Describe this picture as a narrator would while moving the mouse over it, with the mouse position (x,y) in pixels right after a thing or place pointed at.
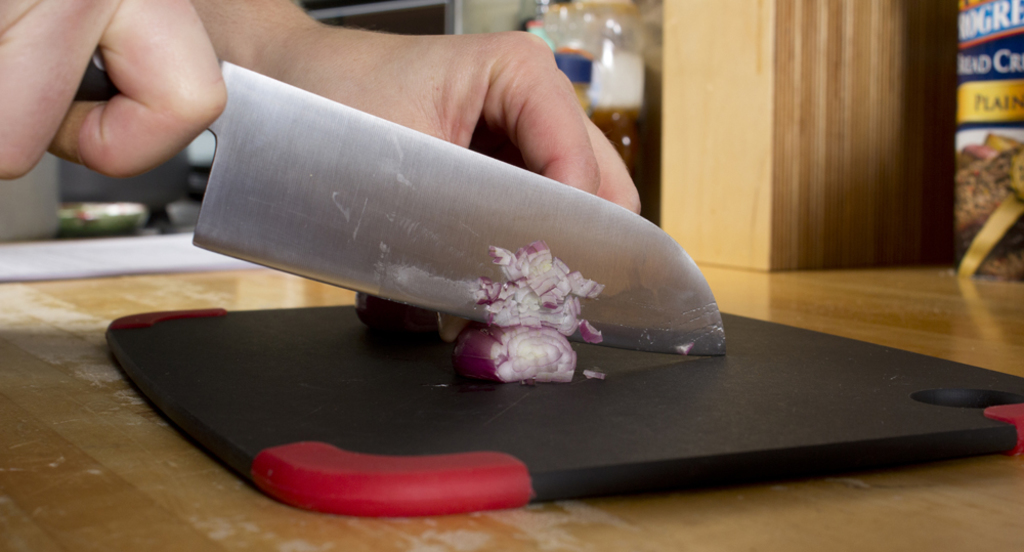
In this image I can see a hand (378,73) of a person (447,55) chopping onion (563,322) with knife (585,240) on a chopping board (835,430).
